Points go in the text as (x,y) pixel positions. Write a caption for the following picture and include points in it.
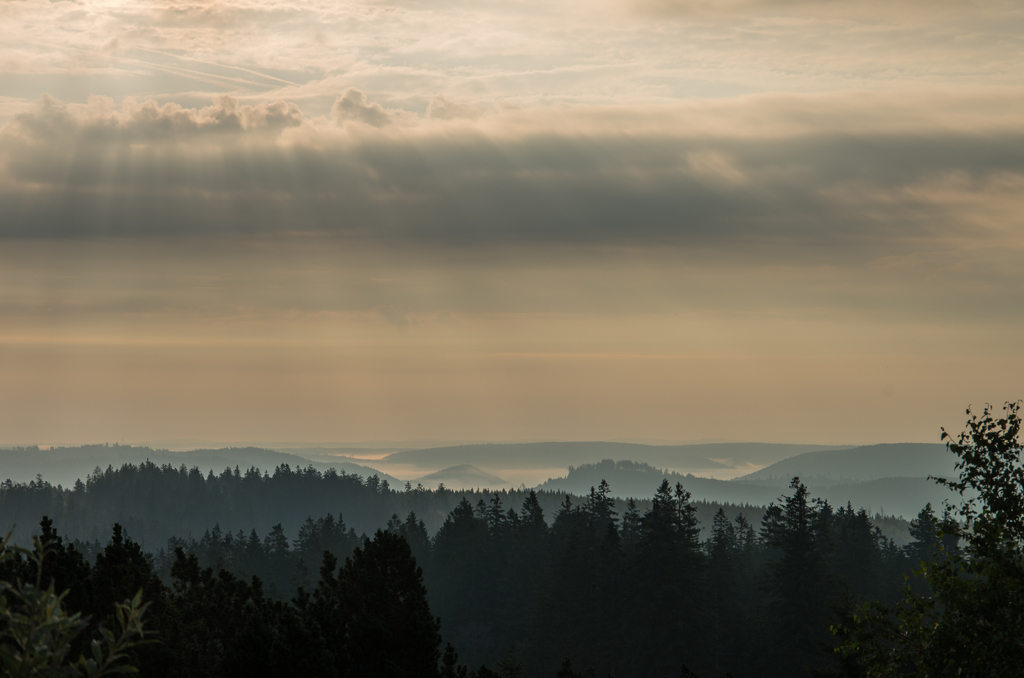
We can see trees (60,642). In the background (278,459) we can see hills (460,471) and we can see sky (408,397) with clouds (434,183).
